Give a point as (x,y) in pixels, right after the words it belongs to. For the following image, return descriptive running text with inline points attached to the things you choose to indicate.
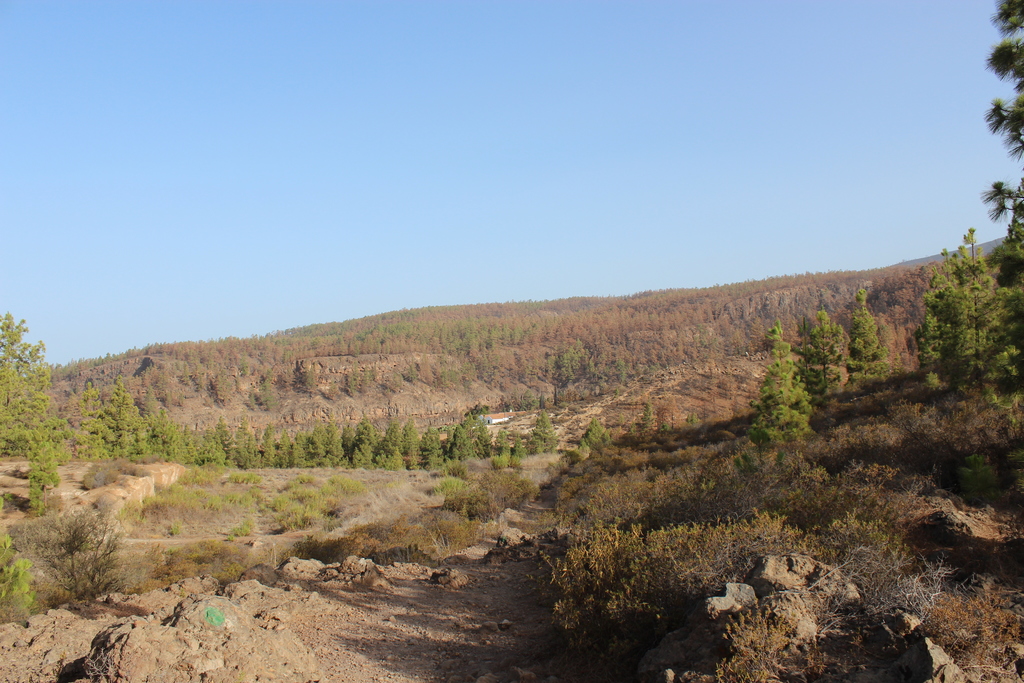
In this image we can see a mountain (511,368) covered with a few trees (564,366) and plants (600,591), few rock stones (256,594) and the sky (578,270).
